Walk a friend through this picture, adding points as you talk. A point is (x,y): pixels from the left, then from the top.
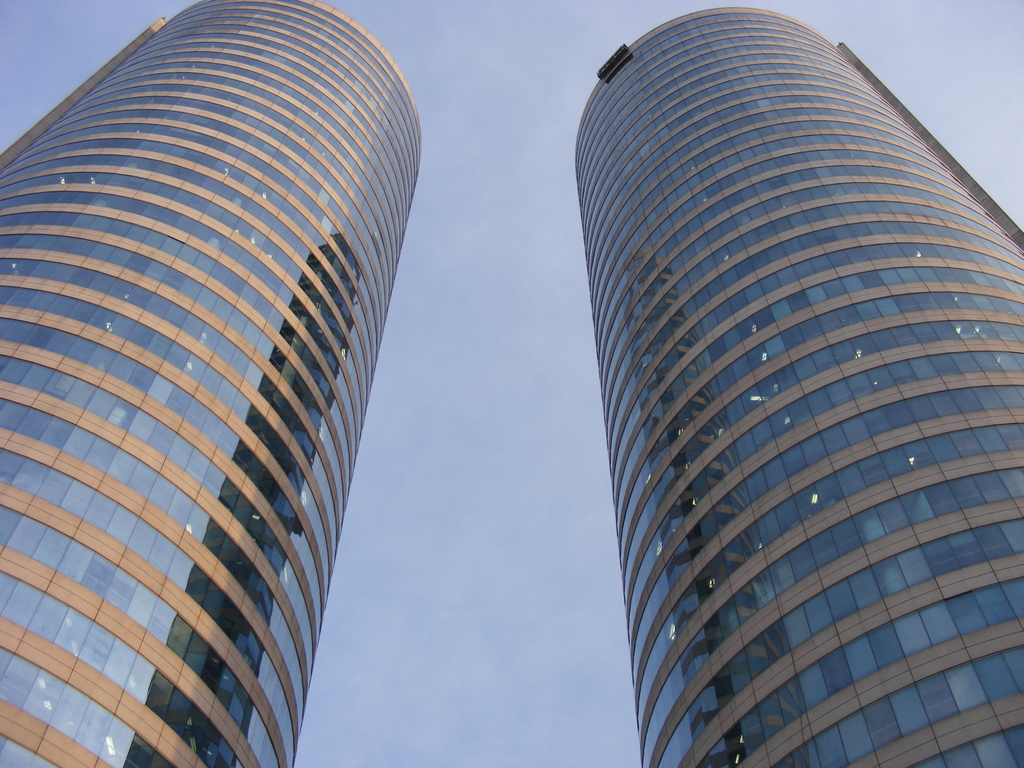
In this image, we can see buildings (832,326). In the background (346,632), we can see the sky (562,112).
